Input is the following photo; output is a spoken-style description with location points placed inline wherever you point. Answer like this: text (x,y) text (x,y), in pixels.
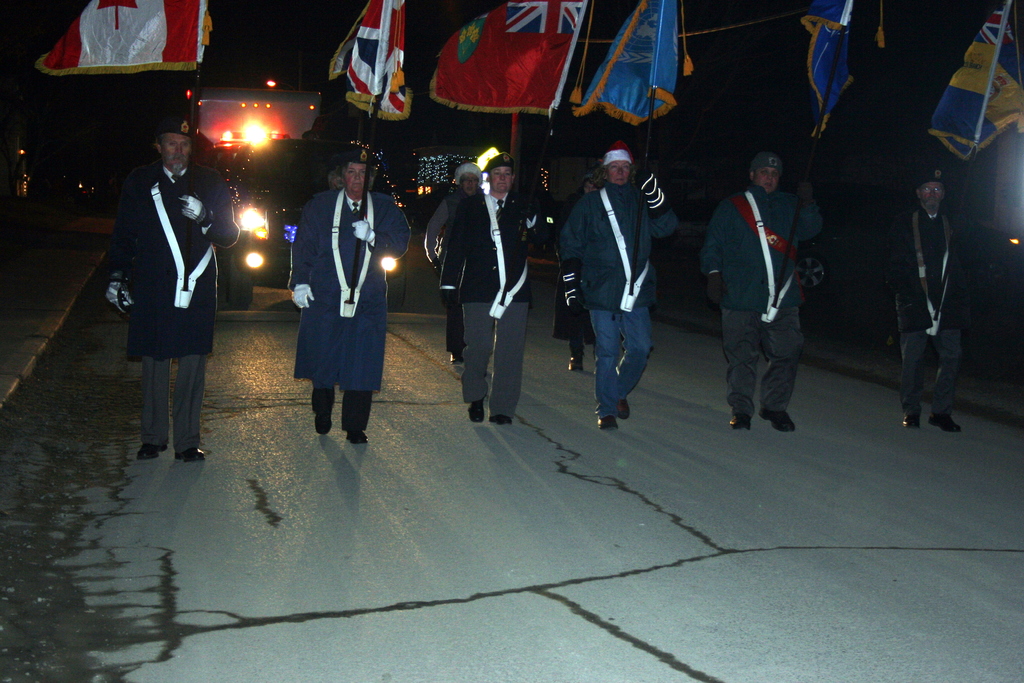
In this image there are people (514,307) walking on the road (569,494). Behind them there are vehicles (248,235). They are holding the flags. They are wearing the caps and uniform (458,237).
